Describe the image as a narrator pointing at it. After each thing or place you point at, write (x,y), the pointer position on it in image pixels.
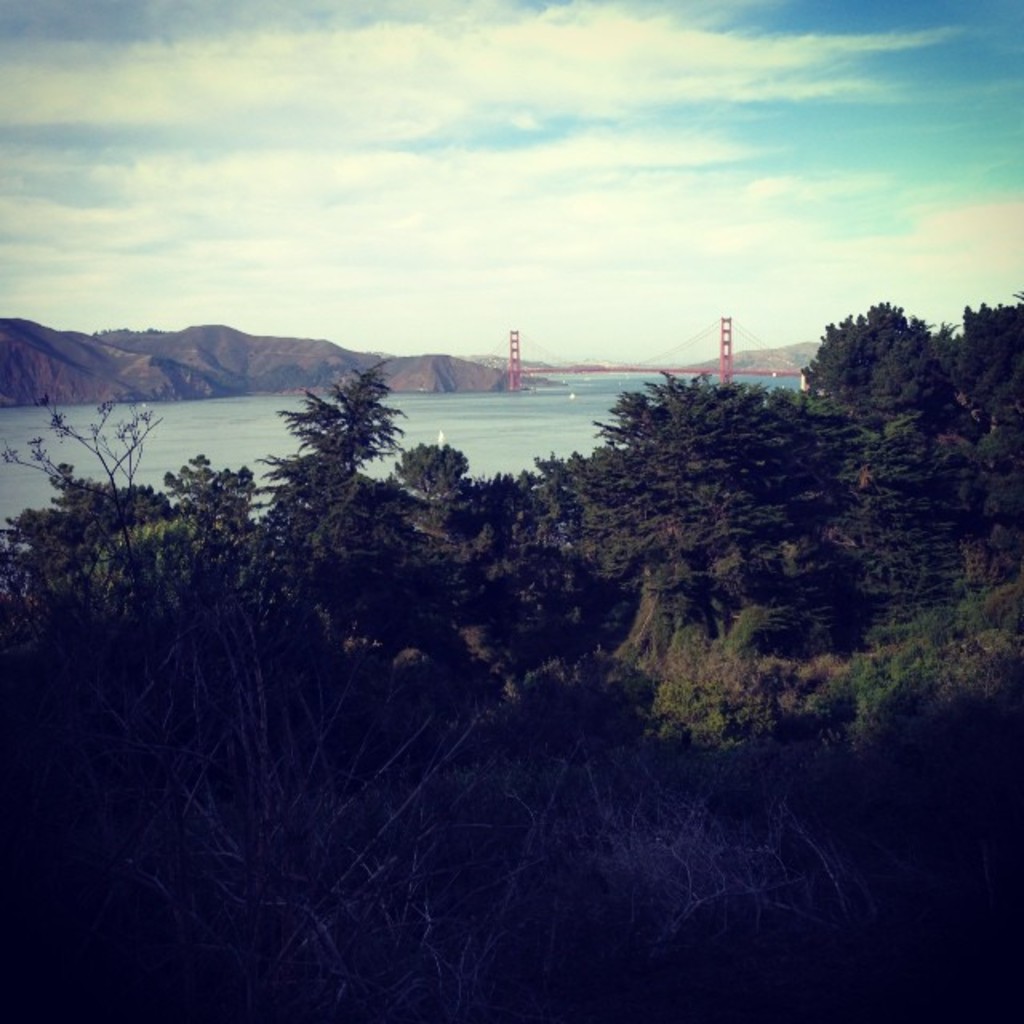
At the bottom of the picture (390,739), there are trees (445,607) and beside that, we see water (550,423) and this water (522,435) might be in a river (280,427). On the right side of the picture (728,327), we see a bridge (565,374) and there are hills (478,371) in the background (776,368). At the top of the picture (624,222), we see the sky (599,150).
